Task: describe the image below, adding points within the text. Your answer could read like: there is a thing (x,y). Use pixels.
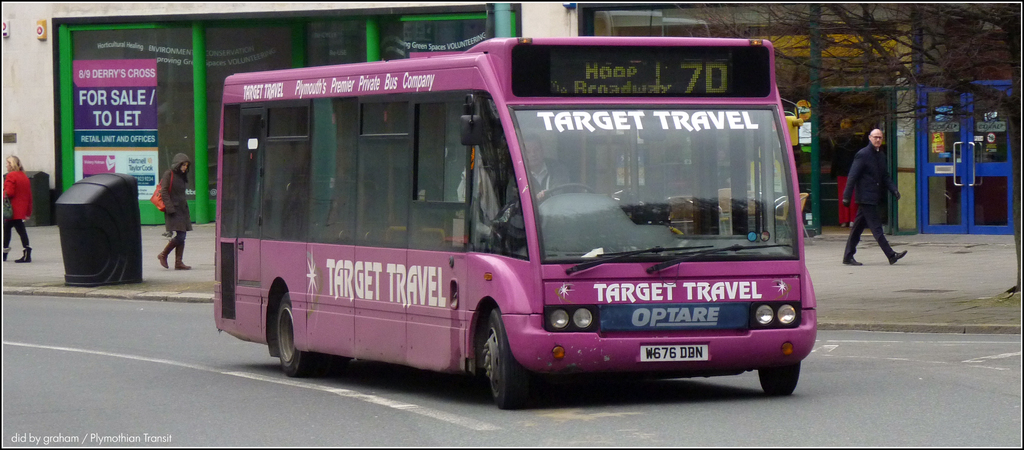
At the bottom of the image (213,367) there is a road (316,374) with bus (652,156). Behind the bus (411,255) there is a footpath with few people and also there is a black object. On the right side of the image (995,26) there is a tree (876,34) without leaves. In the background (913,134) there is a building (924,141) with glass door (1010,230) and posters (941,130) on the glass doors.
